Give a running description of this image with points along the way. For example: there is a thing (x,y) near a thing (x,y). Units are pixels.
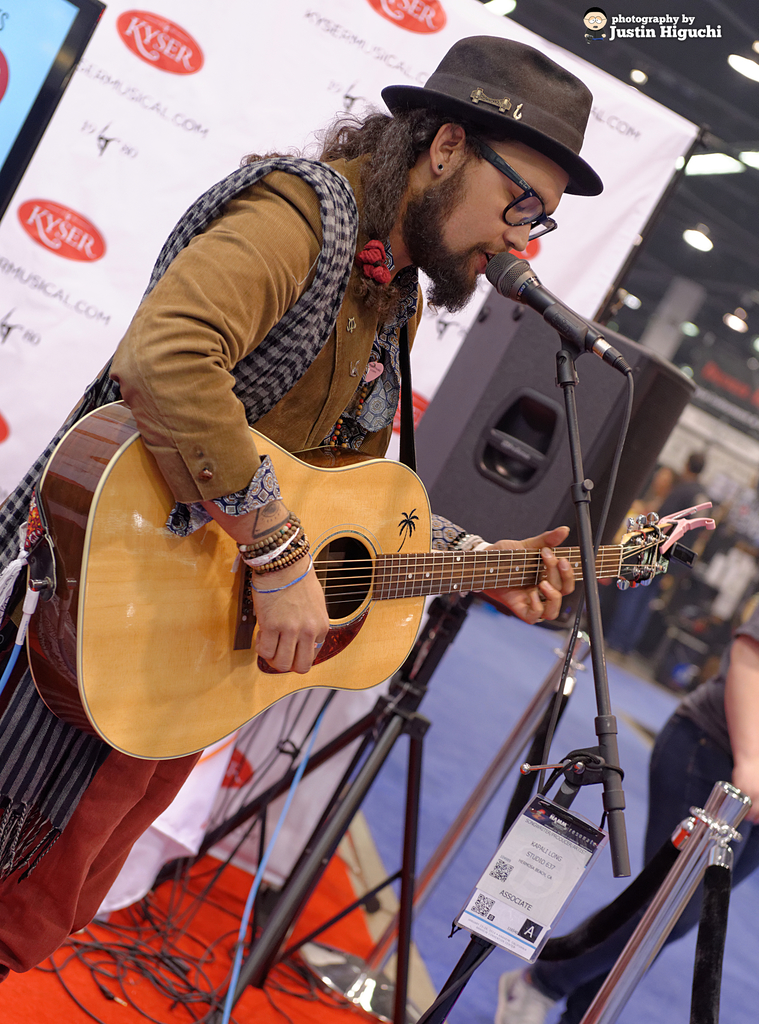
This man (332,263) is standing and playing a guitar (427,536) in-front of mic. This man (380,348) wore jacket (201,296), spectacles (513,211) and hat (562,134). These are banners (148,42). Another person (747,656) is standing. This is a speaker (635,462) with stand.
